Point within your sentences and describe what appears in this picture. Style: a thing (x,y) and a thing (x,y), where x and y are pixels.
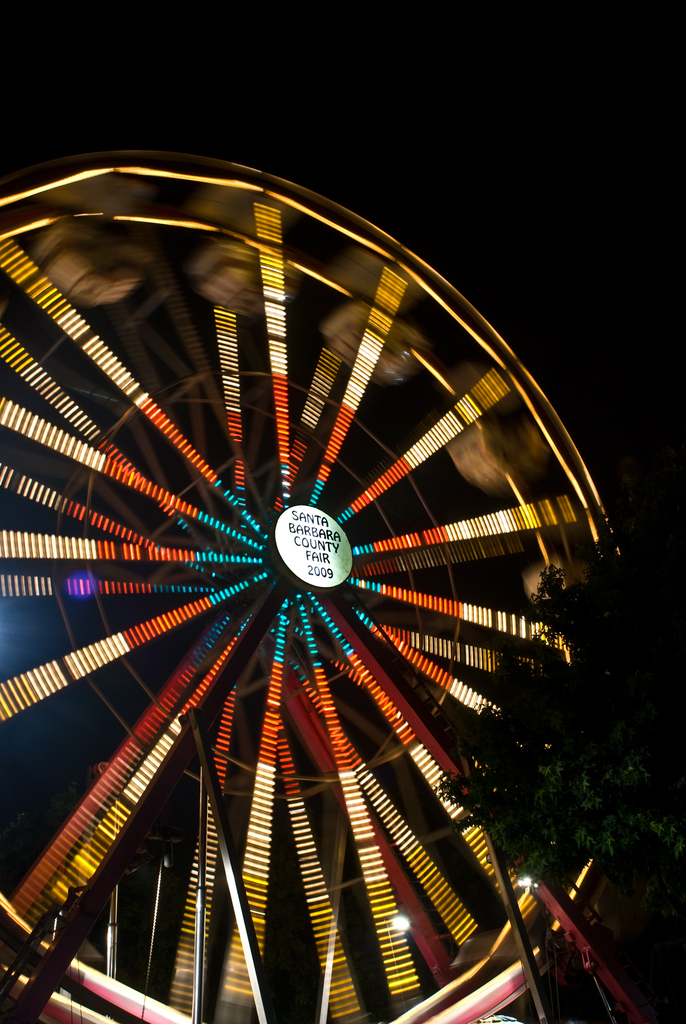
In the center of the image (325,416), we can see a giant wheel (22,421) with light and there is a board (302,575) and on the right (572,788), we can see a tree (555,709).
